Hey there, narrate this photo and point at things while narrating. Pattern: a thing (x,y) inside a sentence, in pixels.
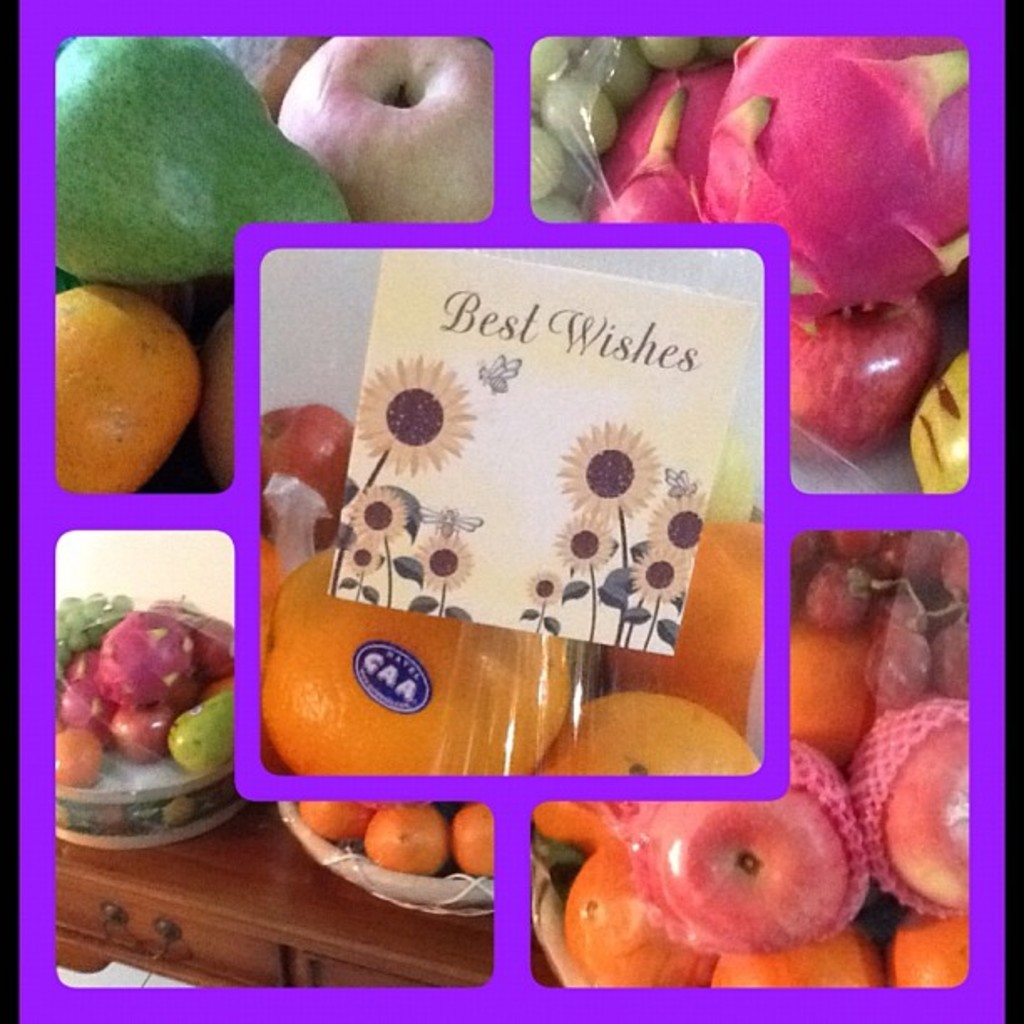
This is a collage picture, we can see there are different kinds of fruits (683,220) and in one image there are baskets (143,825) on a wooden object (164,884).
